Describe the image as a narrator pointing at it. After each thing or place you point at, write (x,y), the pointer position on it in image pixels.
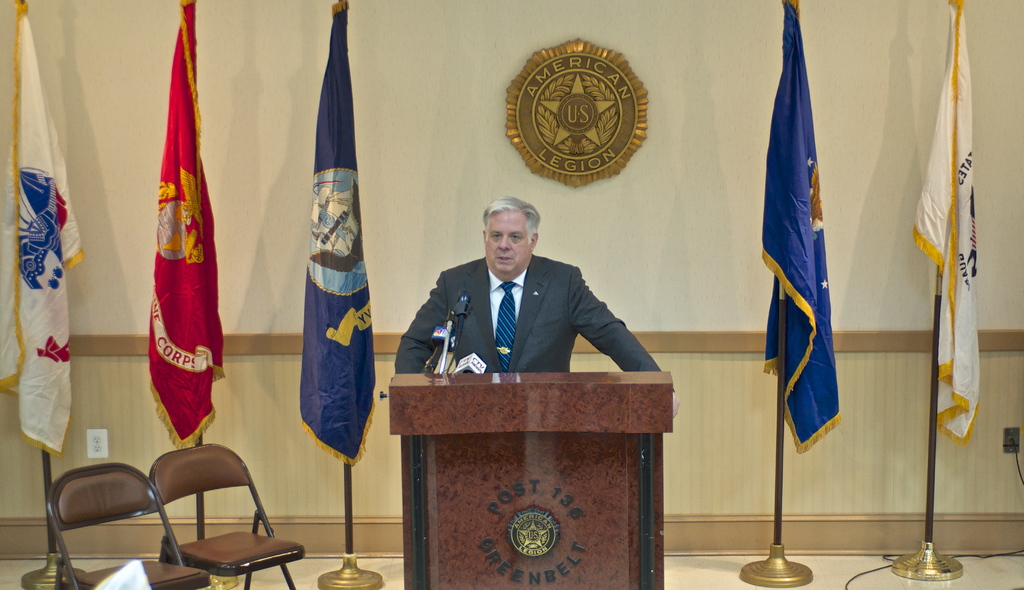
a person (497,269) is standing at the center (516,283). left and right to him there are flags (321,242). at the back (627,197), on the wall (626,195) american u. s legion is written.
